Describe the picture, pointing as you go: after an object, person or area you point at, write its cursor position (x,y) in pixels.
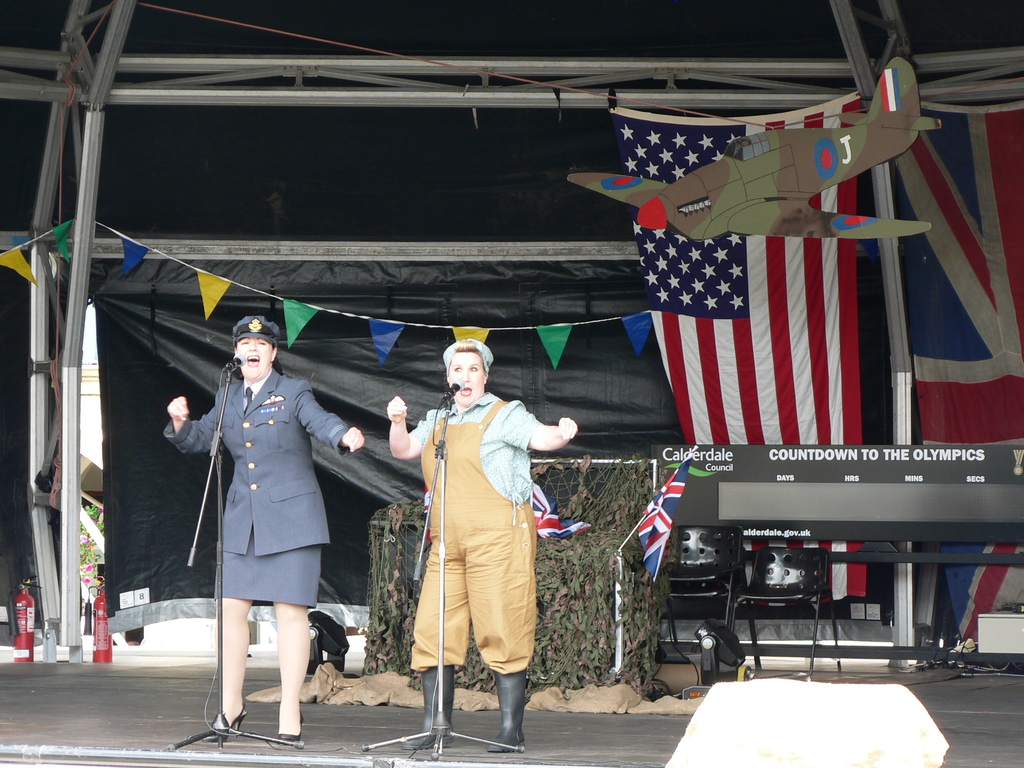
In the center of the image (479,500) there are two ladies (300,569) singing in a mic (444,518). In the background of the image (323,396) there is a black colored cloth (448,167). There are flags (696,325), rods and other decorative items (389,580). At the bottom of the image (557,747) there is floor (364,754). There are black color chairs (728,569) to the right side of the image (706,571).
